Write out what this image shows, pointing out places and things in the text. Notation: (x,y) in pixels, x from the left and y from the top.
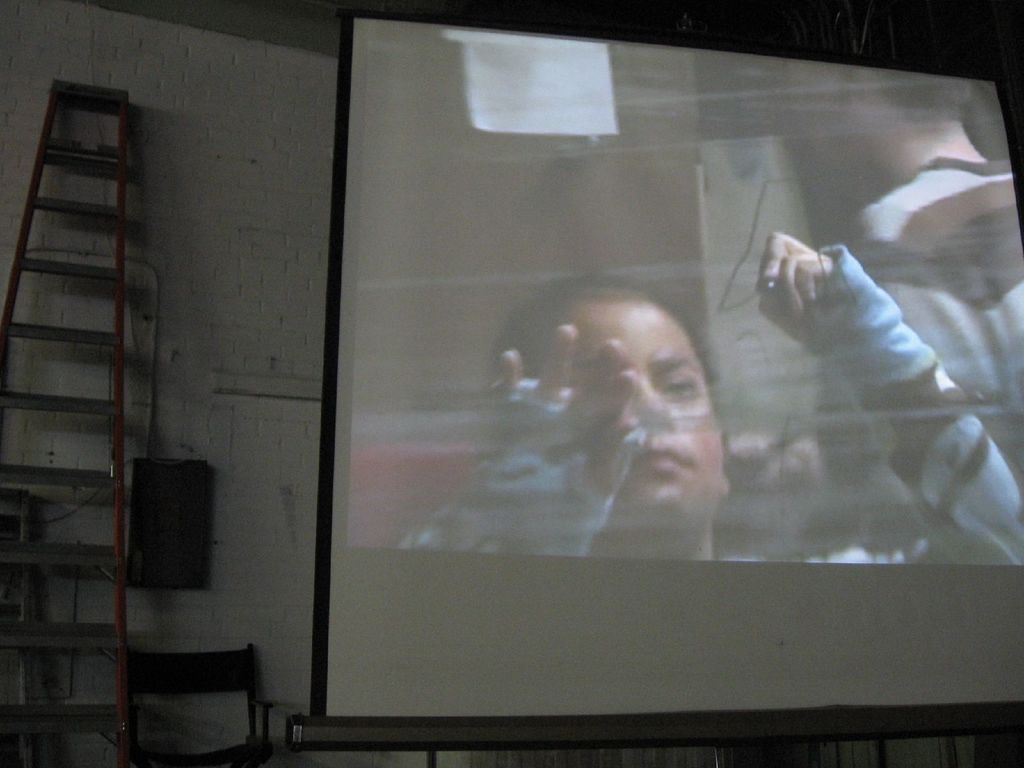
On the left side (16,272) there is a ladder (63,274) and a chair (180,666). On the wall (52,308) there is a speaker (165,509). Also there is a screen (525,443) with an image (698,339) of a person (707,360).
